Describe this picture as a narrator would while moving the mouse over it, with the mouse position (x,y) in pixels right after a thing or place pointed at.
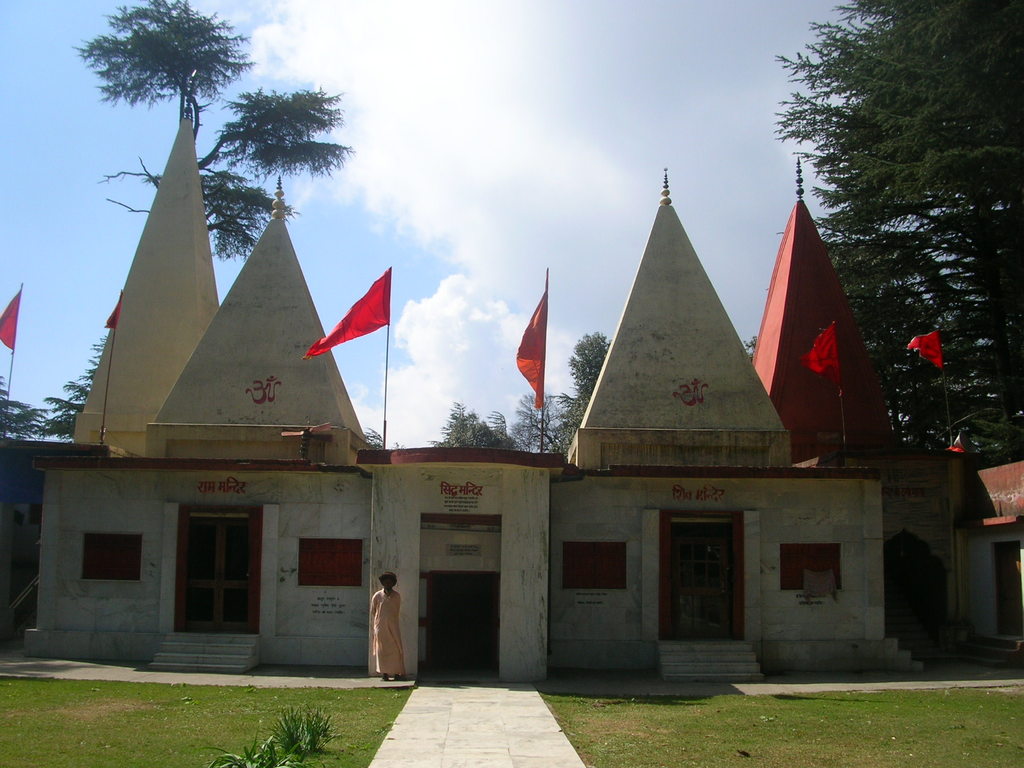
In this image there is a building (934,555), flags (8,310), grass (796,736), plants (231,767), person (375,613), trees (162,82) and cloudy sky (514,166). Something is written on the walls (646,492).
